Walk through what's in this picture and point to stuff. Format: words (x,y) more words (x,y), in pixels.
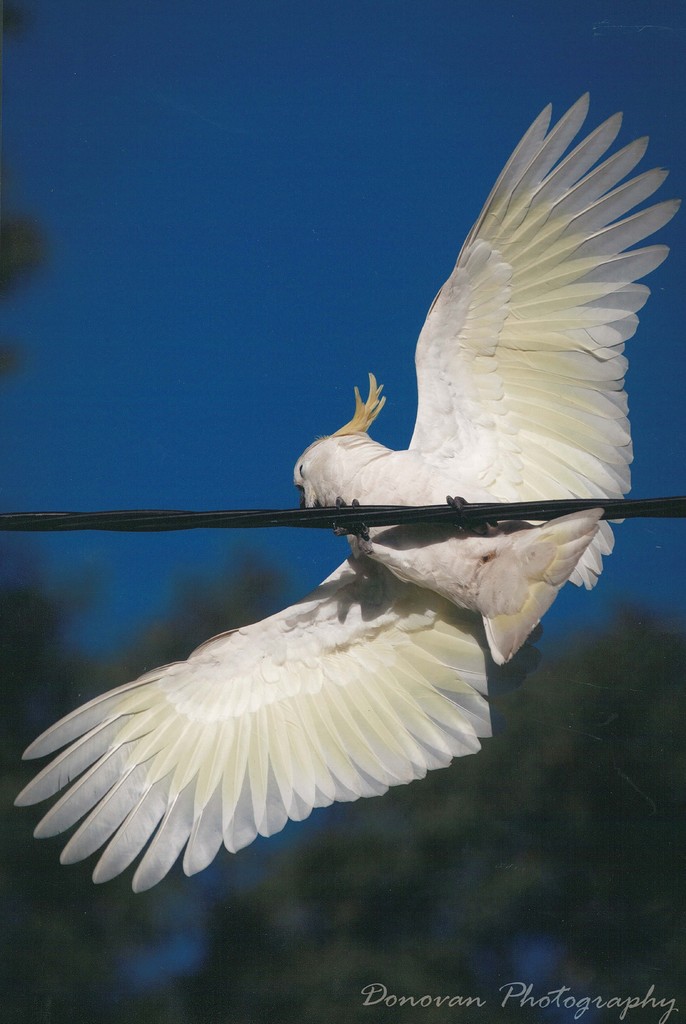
There is a white bird (472,489) on a wire (211,520). In the background (299,271) it is blurred. In the right bottom corner (533,1007) there is a watermark (484,997).
